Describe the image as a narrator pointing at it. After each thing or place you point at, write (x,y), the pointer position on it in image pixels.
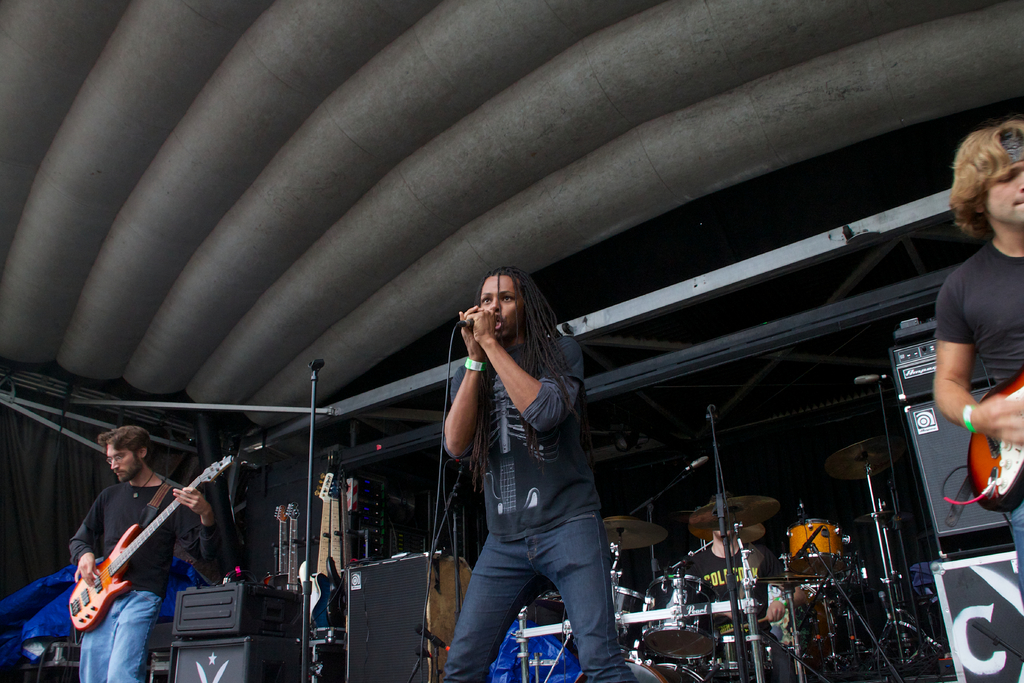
This is a picture taken on a stage (827,584), where are the four people (514,474) performing the music. The man (508,485) in black t shirt (504,462) holding the microphone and singing a song and the other two people (166,533) are holding the guitar (107,586). Background of this people (729,530) these are the music instruments (825,544).
